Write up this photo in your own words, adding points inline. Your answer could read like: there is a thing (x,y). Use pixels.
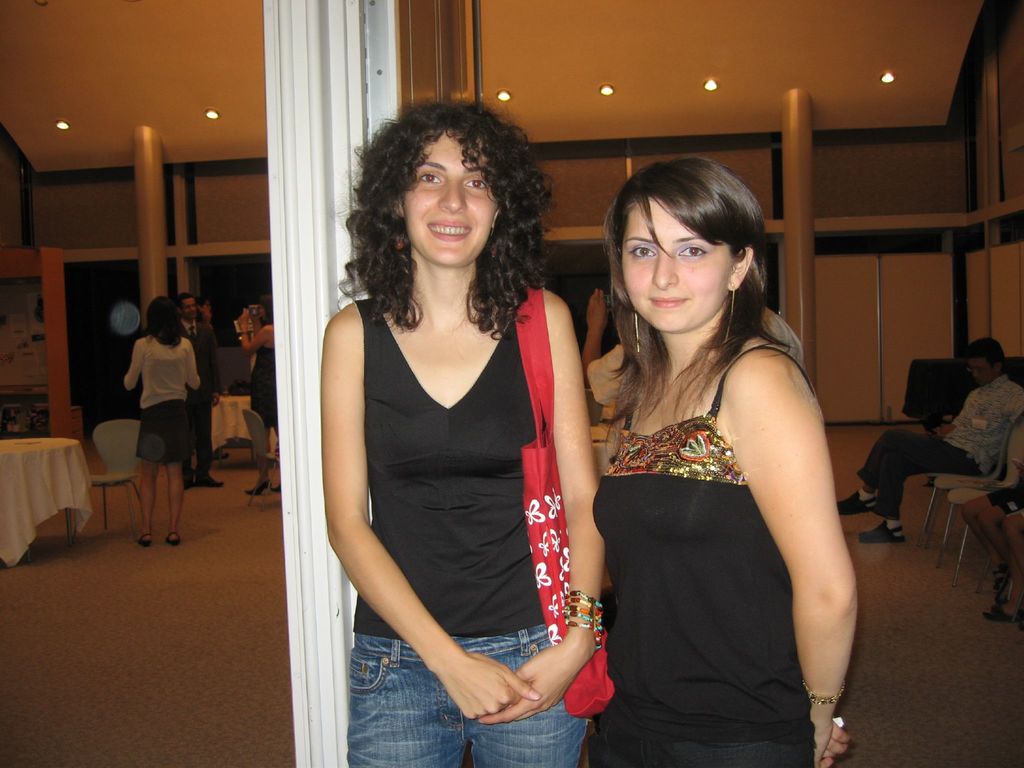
In the picture I can see people (582,456), among them one person (875,473) is sitting on a chair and others are standing on the floor (137,564). In the background (12,463) I can see poles (323,572), lights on the ceiling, wall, tables (9,448) which are covered with white color clothes (55,484), chairs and some other things (56,422).
